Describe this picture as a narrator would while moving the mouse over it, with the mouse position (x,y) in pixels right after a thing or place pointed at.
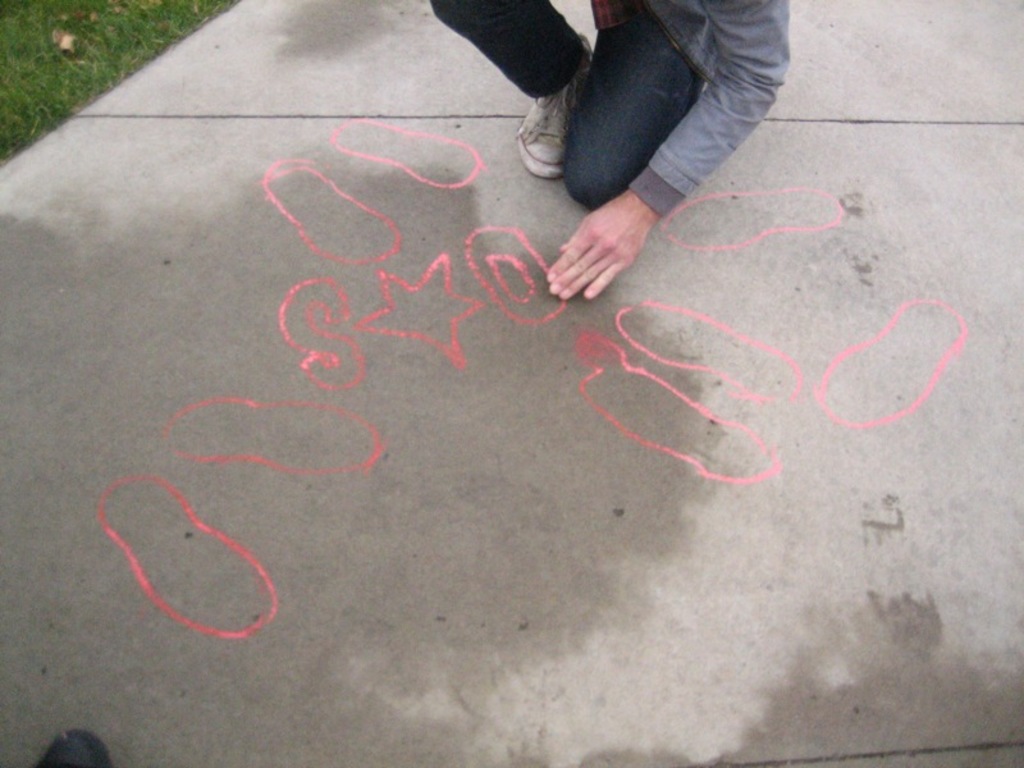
In the image on the floor (782,468) there are few drawings (307,346). At the top of the image (586,111) there is a person (670,120) with grey jacket (682,36), blue jeans (588,132) and white shoes (557,120). At the left top corner of the image (47,65) there is grass (46,46).
